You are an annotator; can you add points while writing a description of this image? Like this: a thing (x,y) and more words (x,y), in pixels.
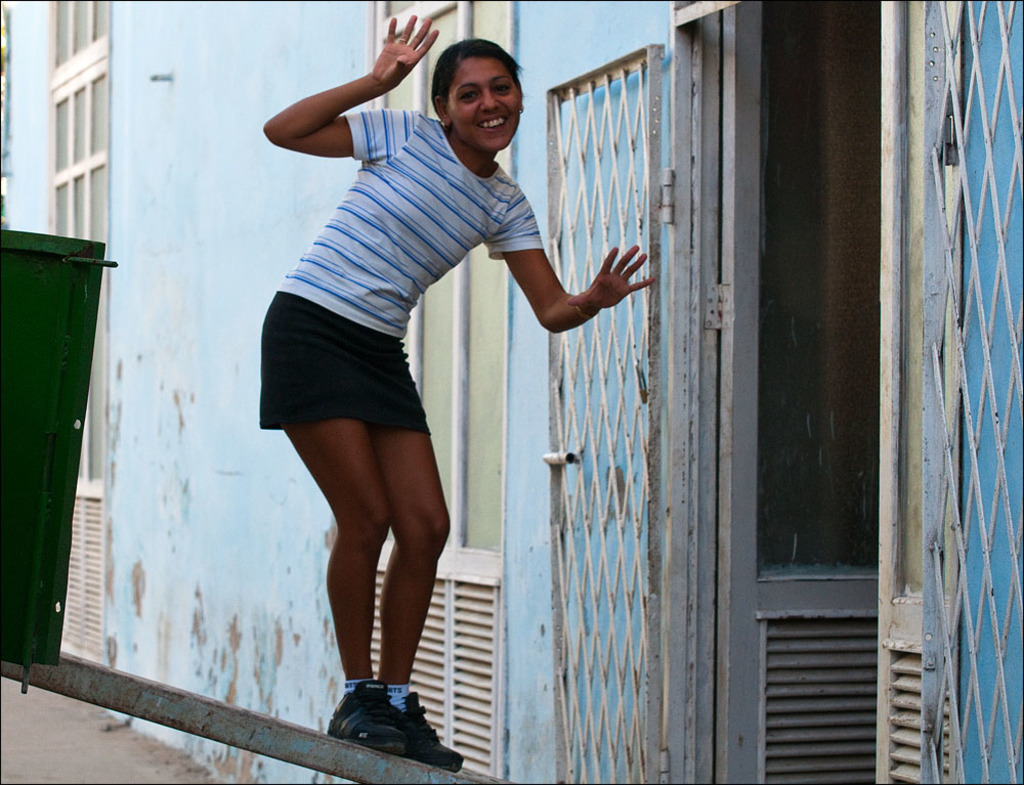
On the right side of the picture (775,288) we can see the wall (250,259), doors (821,387), gate (965,377). In this picture we can see a woman (329,564) wearing a t-shirt (497,220) and she is standing on the pole (249,717). She is smiling. On the left side of the picture (20,343) we can see green color object (60,391).
